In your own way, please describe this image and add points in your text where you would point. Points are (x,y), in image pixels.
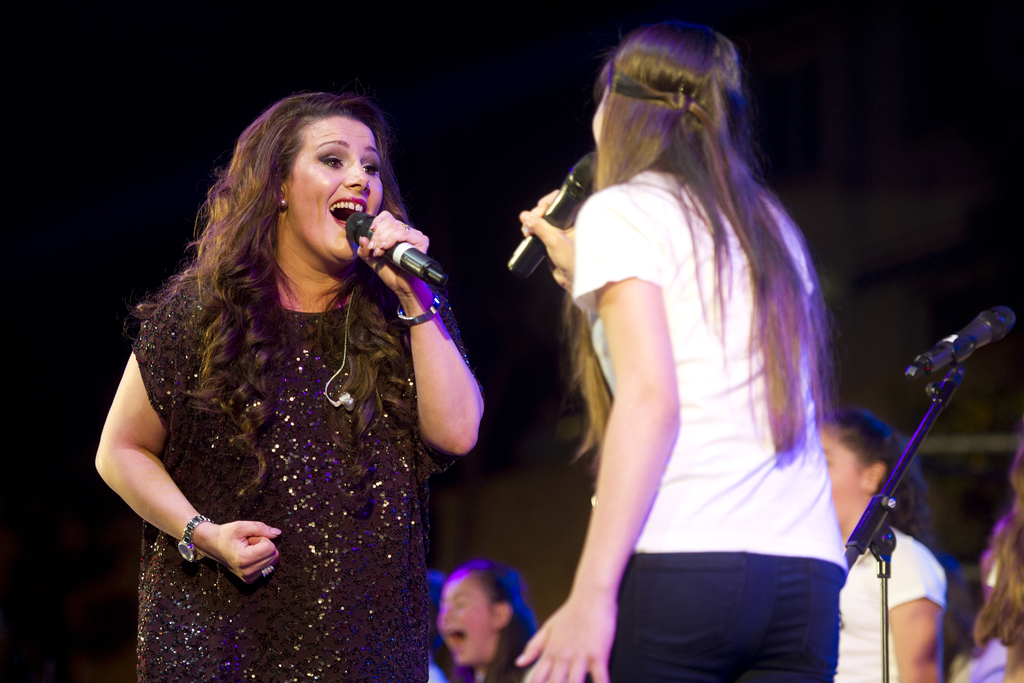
This picture shows two women (739,103) singing with the help of a microphone (532,249).
